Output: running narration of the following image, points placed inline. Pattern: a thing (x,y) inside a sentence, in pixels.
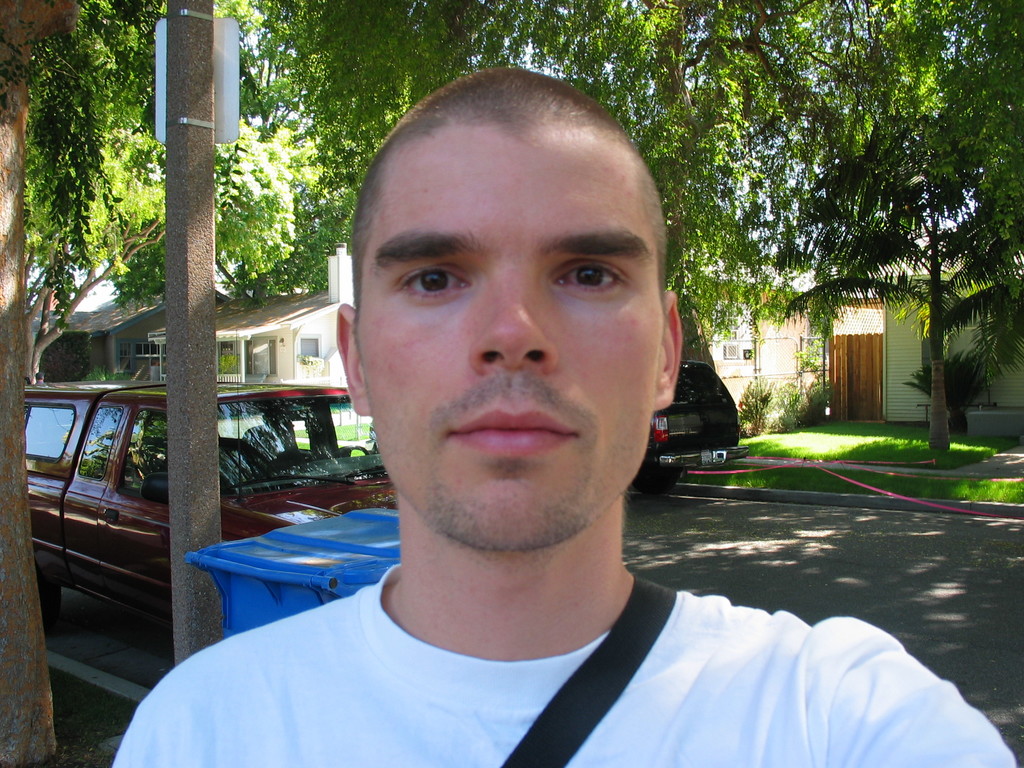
In this image, we can see a person (463,625). There are a few vehicles (670,428) and buildings (891,394). We can also see the ground (1006,548), a pipe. We can see some grass (758,483). There are a few trees (20,600) and a pole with a board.
